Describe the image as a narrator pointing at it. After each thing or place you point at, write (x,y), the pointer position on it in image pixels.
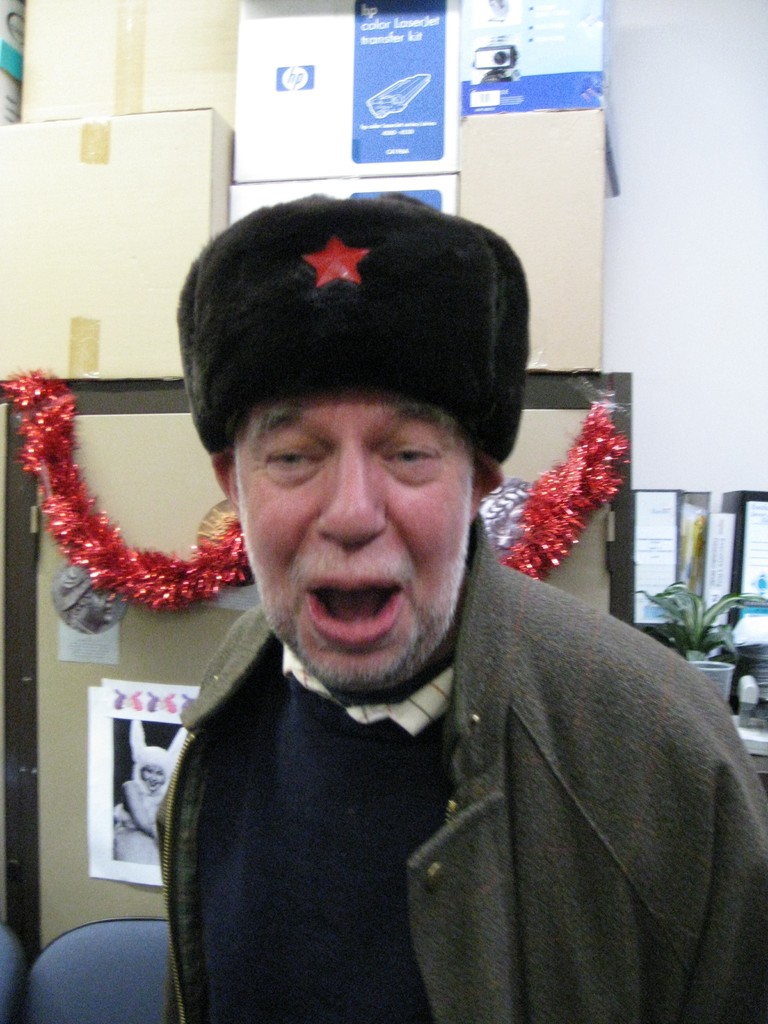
In this image we can see a person (245,952) wearing sweater (273,905) and black color cap (353,354) is standing here. In the background (85,804), we can see wooden cupboard (19,601) on which we can see posters (155,796) and decoration items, here we can see cardboard boxes (106,136), flower pot (699,607) and the wall (751,369).
